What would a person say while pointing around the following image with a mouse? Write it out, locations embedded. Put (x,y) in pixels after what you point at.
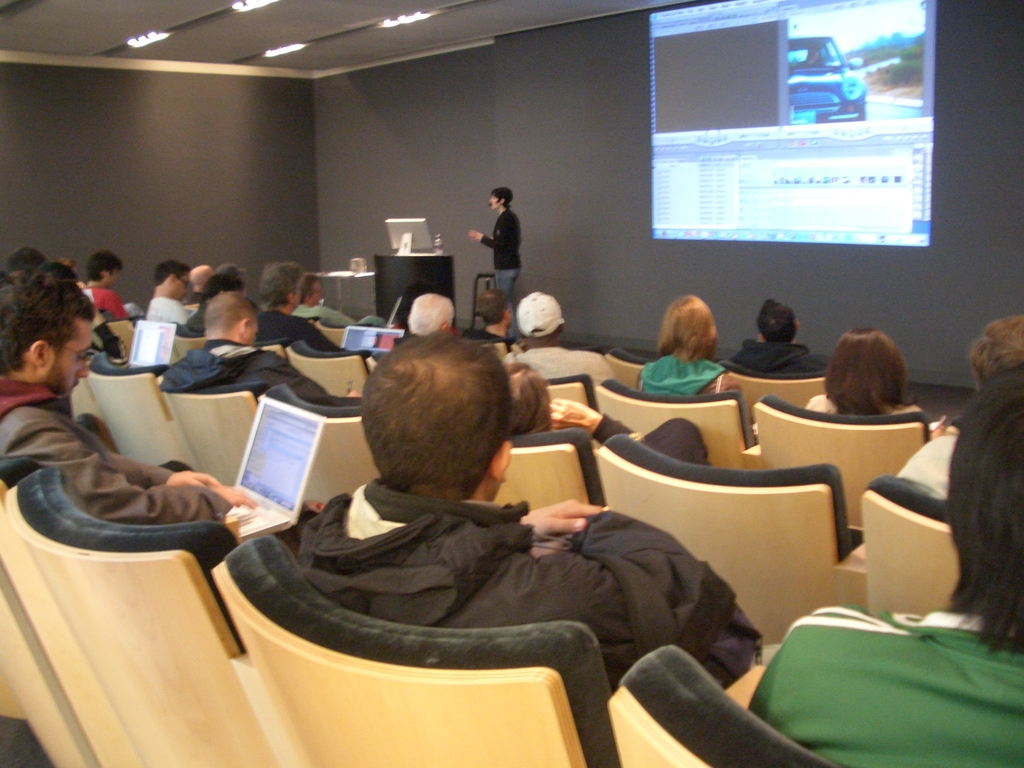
A group of people (461,454) are sitting on the chairs (264,587) and working in their laptops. In the middle (401,258) there is a desktop (419,240) on the podium (434,258) and a person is standing. On the right side (877,124) there is a projector screen (798,123). At the top (142,33) there are ceiling lights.
